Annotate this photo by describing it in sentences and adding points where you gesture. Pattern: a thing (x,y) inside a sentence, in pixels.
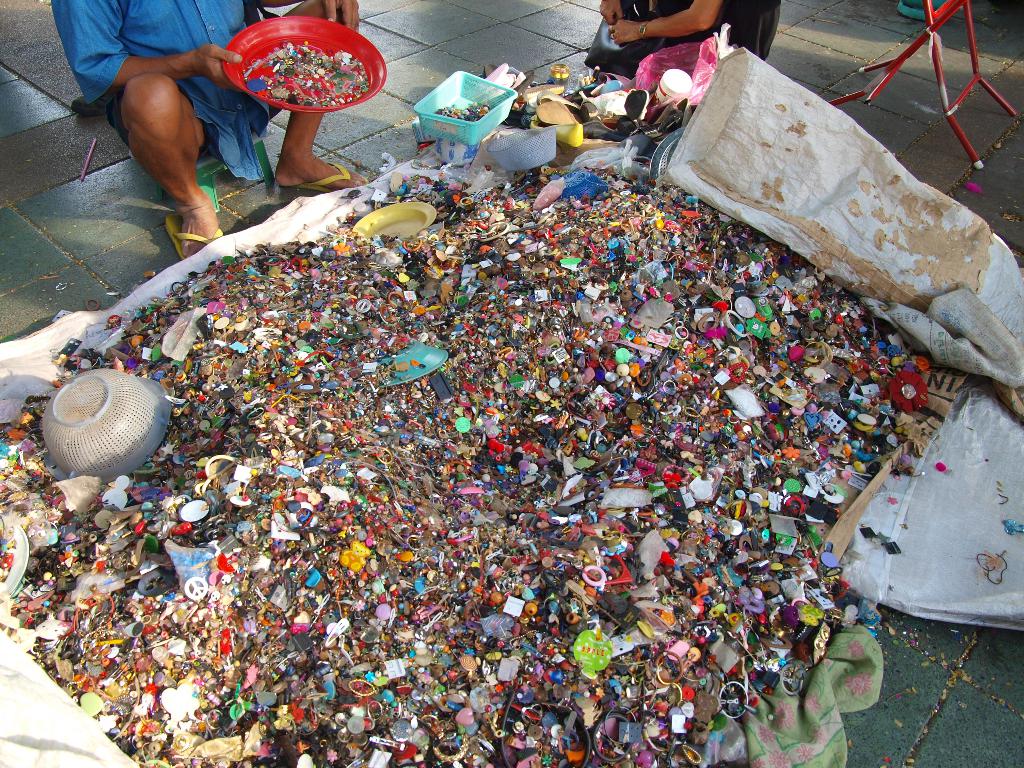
In this image I see 2 persons (604,15) and I see that this person (217,27) is holding a red color bowl (303,104) in which there are many things (315,91) and I see a white color thing (670,169) on which there are number of things (388,384) and I see the bowls (469,91) and I see a red color thing (938,14) over here and I see these 2 people (722,21) and all these things (562,146) are on the footpath (4,31).
